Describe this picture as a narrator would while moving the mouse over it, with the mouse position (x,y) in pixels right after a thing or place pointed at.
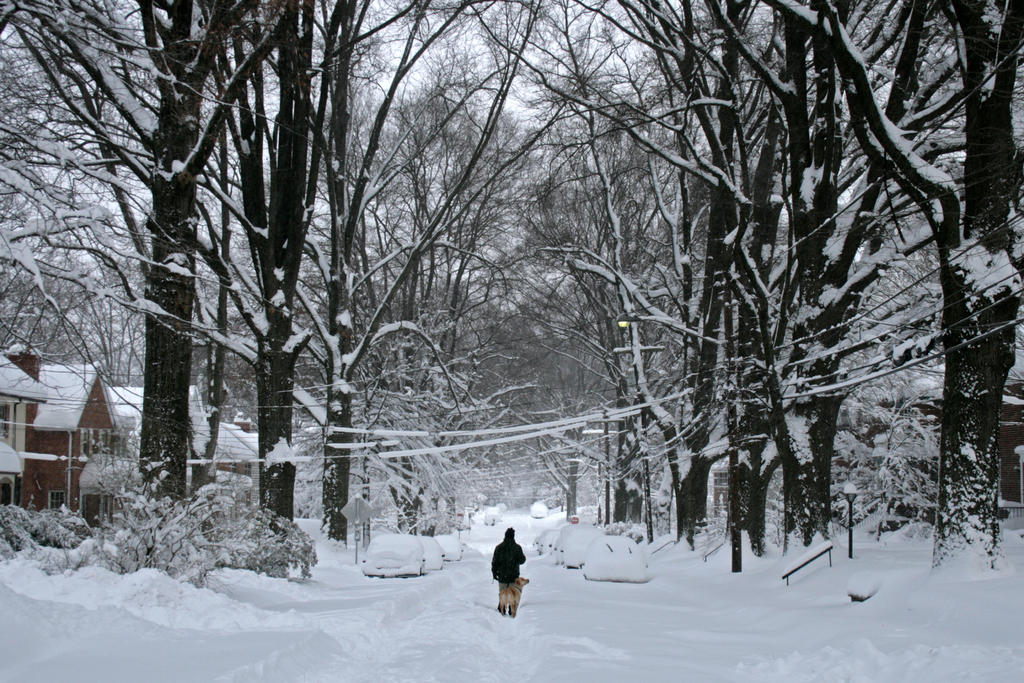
In this image I can see trees (671,383) and ground (867,680) full of snow (939,657). I can see a person (507,533) walking with a dog (520,589). I can also see few buildings (60,462).
